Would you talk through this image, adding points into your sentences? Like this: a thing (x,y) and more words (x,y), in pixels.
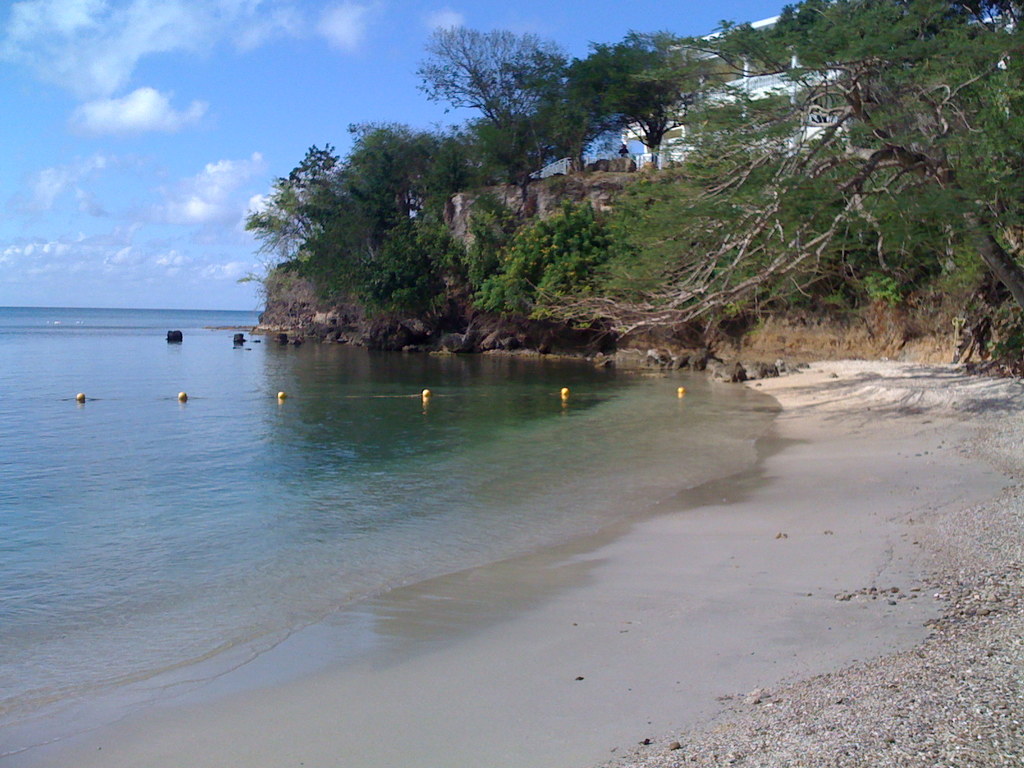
In the center of the image (377,456) we can see water (322,444) and we can see some objects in the water (270,387). On the top right of the image (754,220), we can see trees (752,171), one building (793,59) and hill (625,192). In the background (334,42) we can see the sky (332,79) and clouds (334,42).
